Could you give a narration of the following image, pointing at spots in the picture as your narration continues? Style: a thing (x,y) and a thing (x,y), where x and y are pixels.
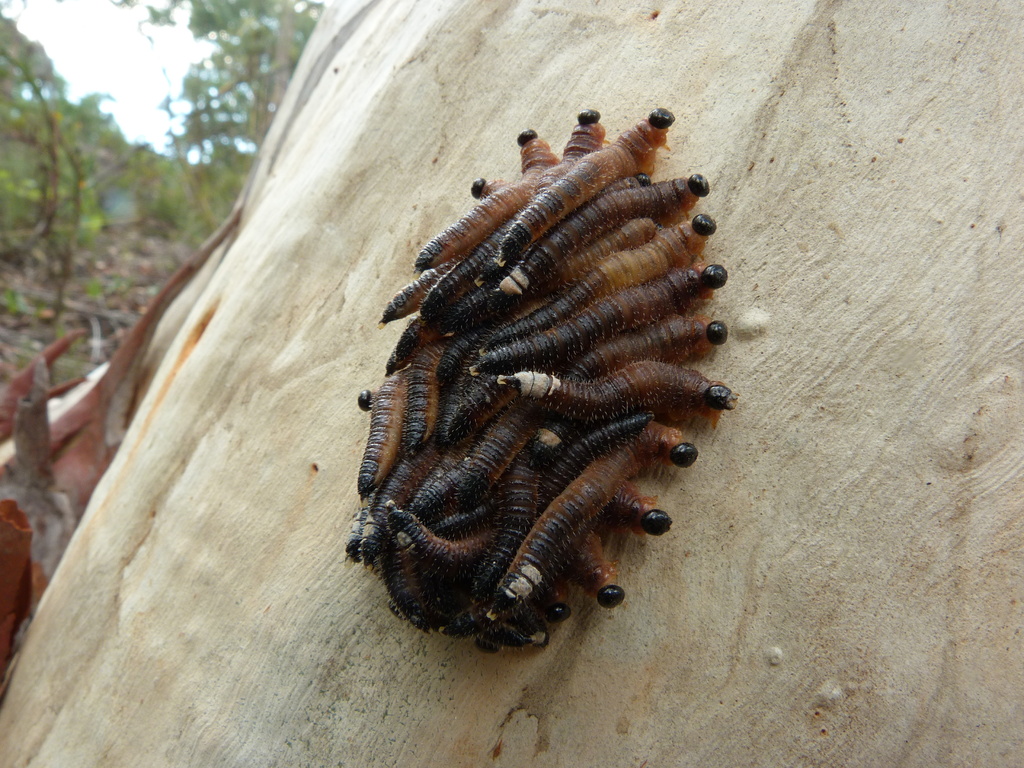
In this image there are group of worms (550,421) on the surface (732,465) which is white in colour and in the background (132,170) there are trees (152,175) and in the center (562,408) there is an object (80,433) which is brown in colour.
